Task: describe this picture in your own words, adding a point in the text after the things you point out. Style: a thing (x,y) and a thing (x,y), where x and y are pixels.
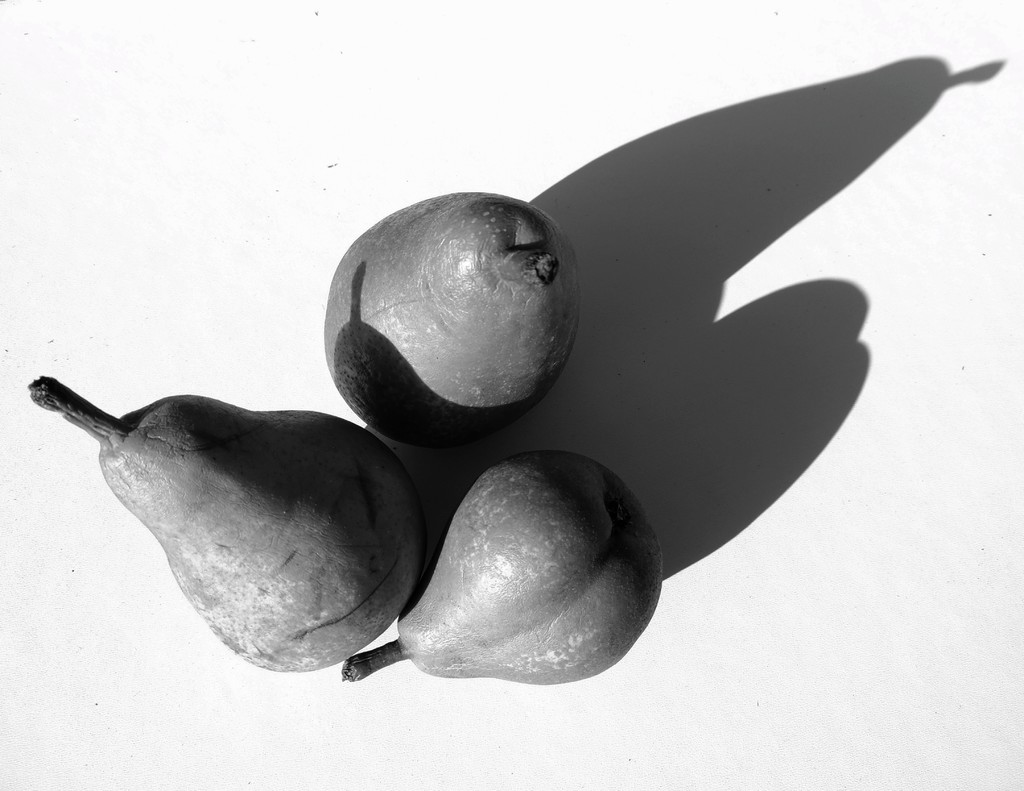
In this image we can see pears (547,535) and shadow (742,396) on a platform (790,101).
